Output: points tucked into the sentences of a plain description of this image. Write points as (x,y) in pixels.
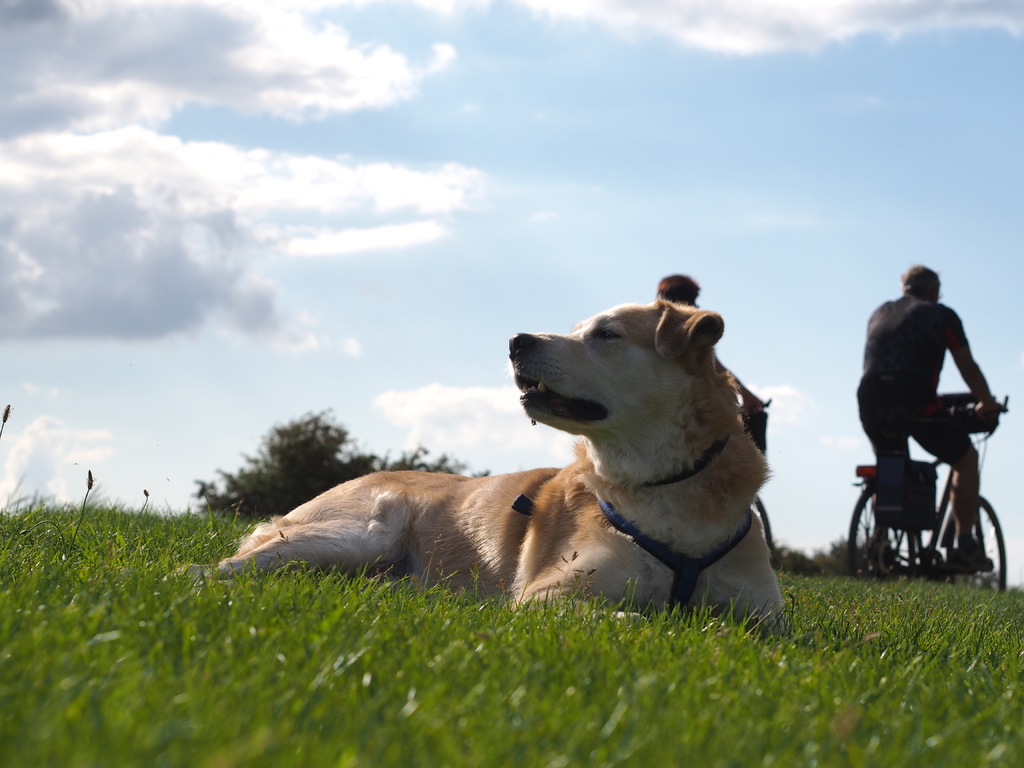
In this image we can see dog (515,490) on the ground (219,548). There is grass (252,586) on the ground (604,637). In the back (866,500) there are two persons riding bicycles (864,487). Also there are trees (351,474) and there is sky (327,179) with clouds (194,269).
